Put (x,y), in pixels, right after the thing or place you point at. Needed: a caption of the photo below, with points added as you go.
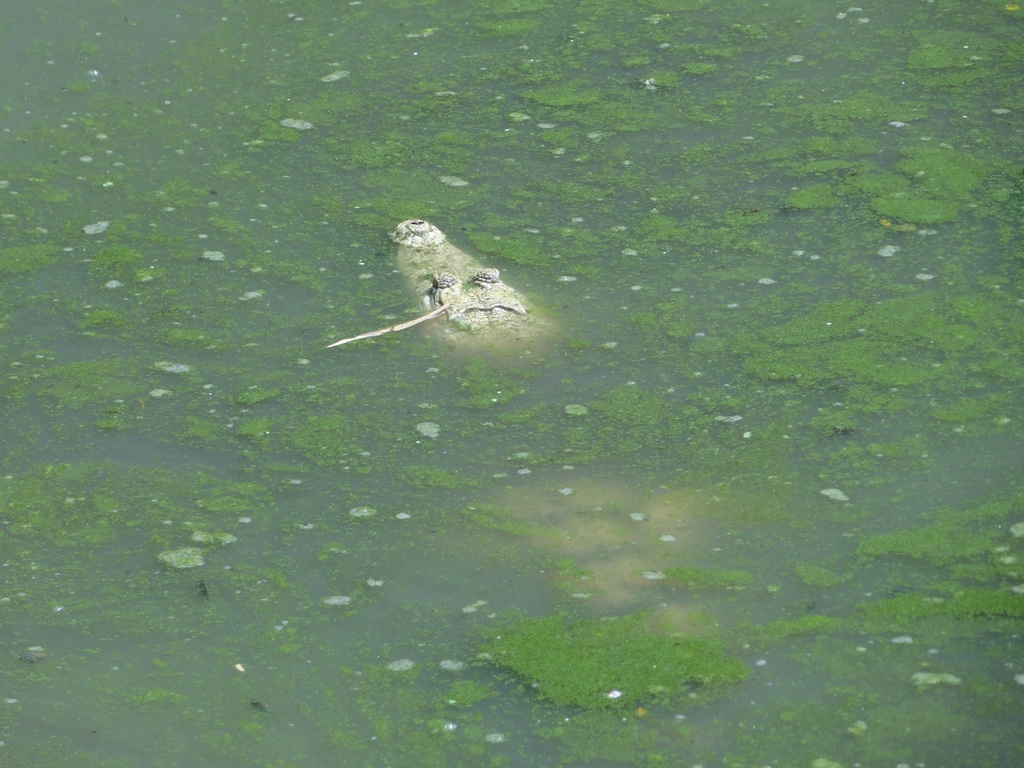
In this image I can see a crocodile (461,324) in the water (326,589).
